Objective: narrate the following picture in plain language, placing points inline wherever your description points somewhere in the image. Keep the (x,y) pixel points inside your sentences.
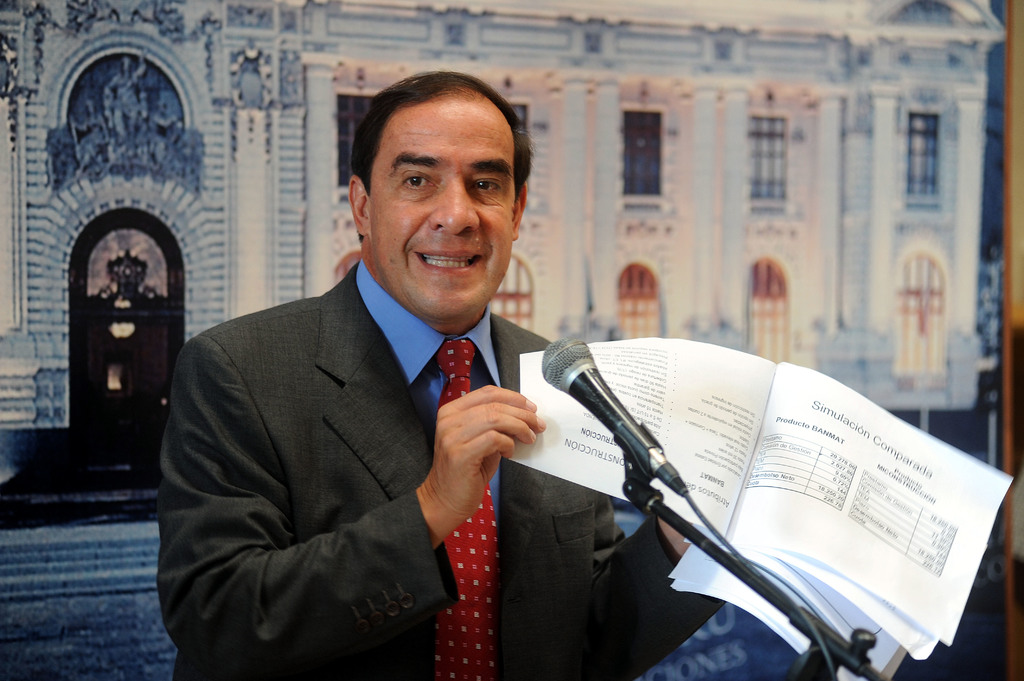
In this image we can see a man (454,320) is holding papers (749,400) in his hands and there is a mic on a stand (648,510). In the background (62,321) we can see picture (116,395) of a building (270,101), windows (645,192) and doors (116,379).
